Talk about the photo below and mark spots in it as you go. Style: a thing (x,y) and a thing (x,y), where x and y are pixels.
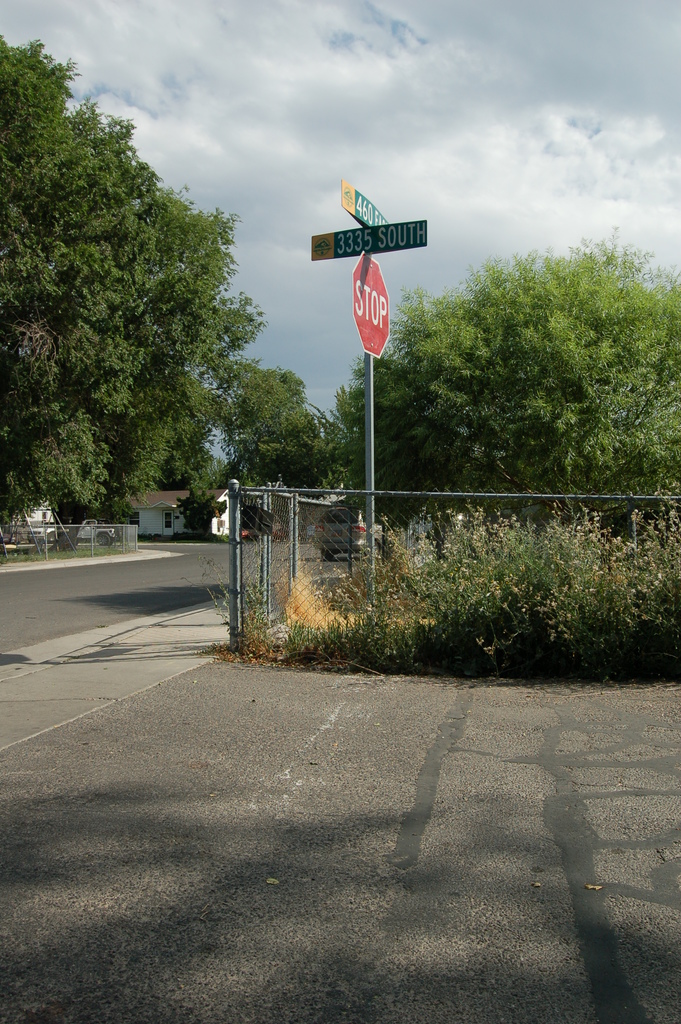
In this picture we can see a street road (226,885) surrounded by trees (410,444) and plants (452,545) & sign boards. The sky (463,36) is cloudy.
